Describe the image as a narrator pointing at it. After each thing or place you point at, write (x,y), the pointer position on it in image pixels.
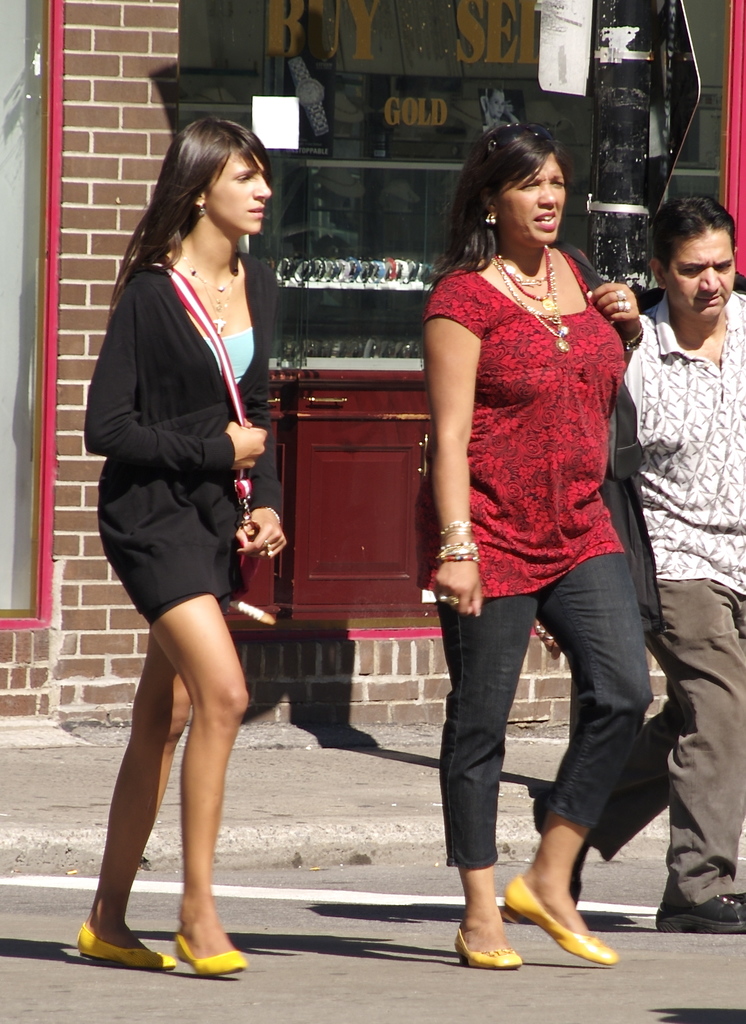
In this image I can see few persons (456,483) walking. In front (216,378) the person (106,347) is wearing black color dress (129,347), background (377,206) I can see the stall (380,171) and the wall (143,166) is in brown color.
